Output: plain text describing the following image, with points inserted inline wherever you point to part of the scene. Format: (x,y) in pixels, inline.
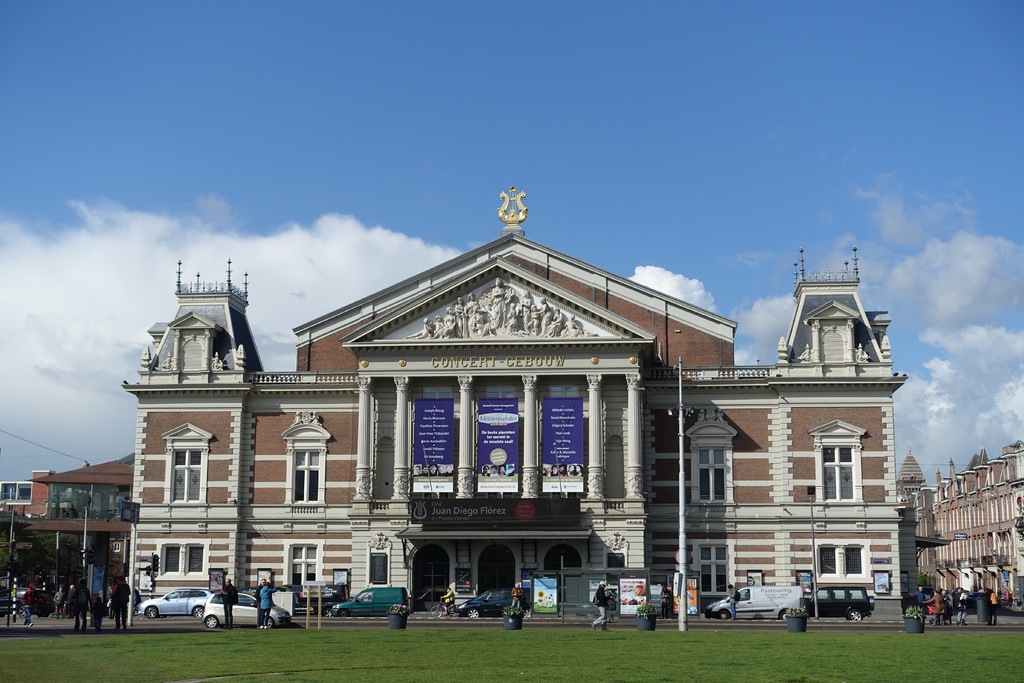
In this image there are buildings (668,558). The peoples (991,595) are walking on the road (110,622). There is grass (759,643) in the foreground (431,647). There are flower pots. There are clouds (159,230) in the sky (977,164).
